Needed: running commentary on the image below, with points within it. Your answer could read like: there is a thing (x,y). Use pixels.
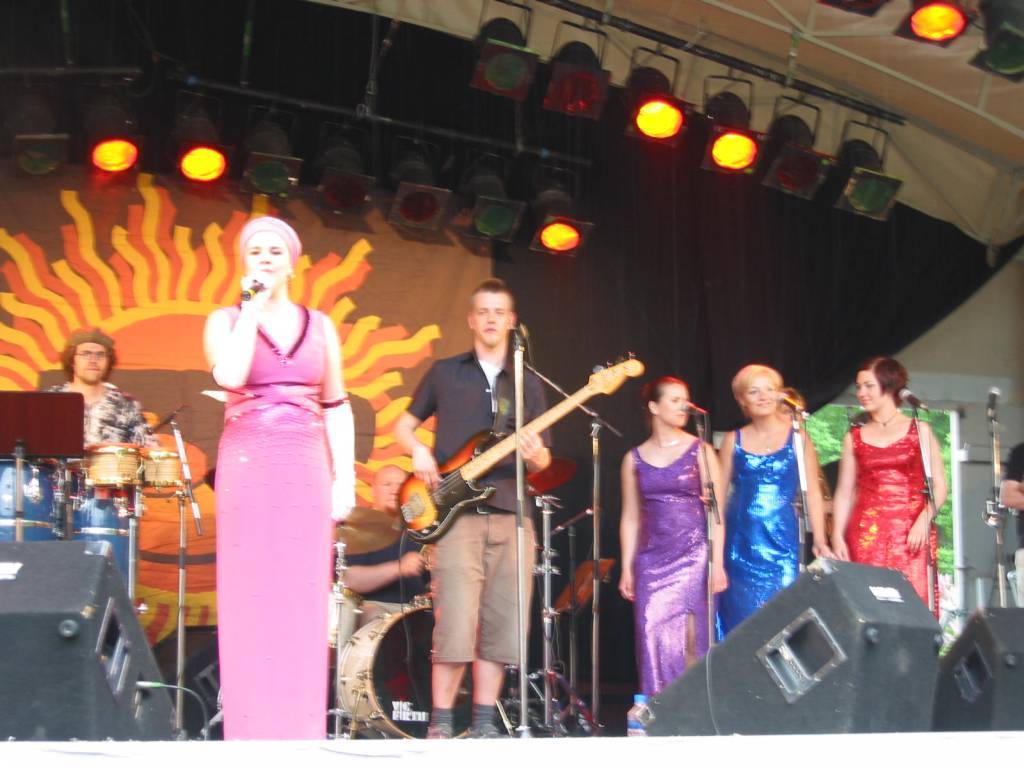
This is a stage (216,728). On the left side (234,436) there is a woman (250,503) holding a mike (245,294) in the hand (238,302) and standing. Beside her there is a man (489,593) standing and playing the guitar (451,473). In front of this man (506,395) there is a mike stand (517,340). On the left side (99,481) there is a person (92,369) playing the drums (109,488). On the right side (789,426) few women (697,455) are standing in front of the mike stands (705,415). In the background (712,306) there is a curtain (622,303). At the top of the image (663,139) I can see few lights (683,128) attached to the metal rods (748,68). At the bottom (55,672) there black color boxes (803,668).
